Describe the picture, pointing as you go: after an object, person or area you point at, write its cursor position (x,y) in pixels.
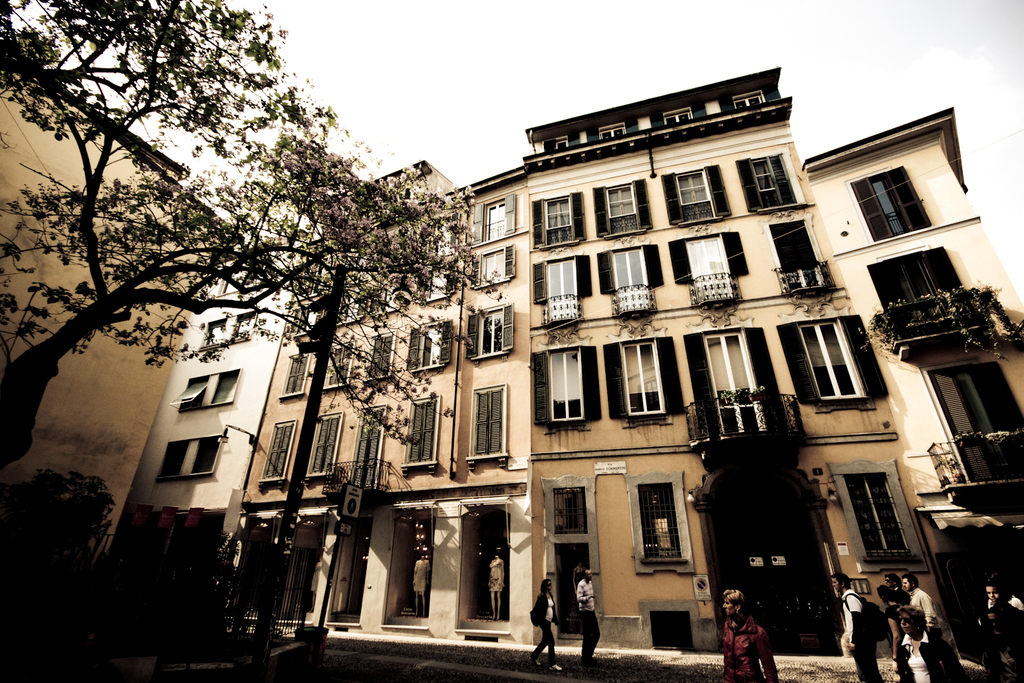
This image consists of a buildings (592,382) along with windows (578,266). On the left (137,294), there is a tree (181,216). And we can see few persons (922,651) in this image. At the top (397,73), there is sky (397,73).
